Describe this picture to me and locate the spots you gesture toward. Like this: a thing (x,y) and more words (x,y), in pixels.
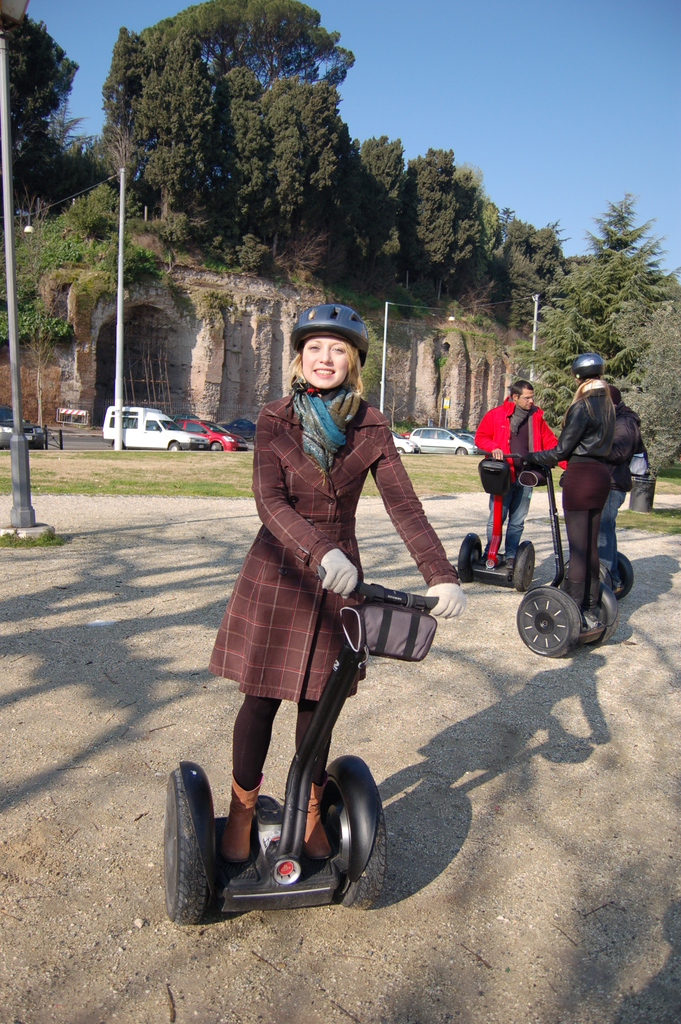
There are four persons (606,400) in different color dresses (506,445), standing on the Segways (221,850) and driving them, on the ground (636,597). In the background (596,330), there are vehicles (28,437) parked on the road (73,437), there is a grass (460,469) on the ground (215,482), there are poles (18,482), there are trees (280,247) on the hill (61,250) and there is blue sky (509,80).
